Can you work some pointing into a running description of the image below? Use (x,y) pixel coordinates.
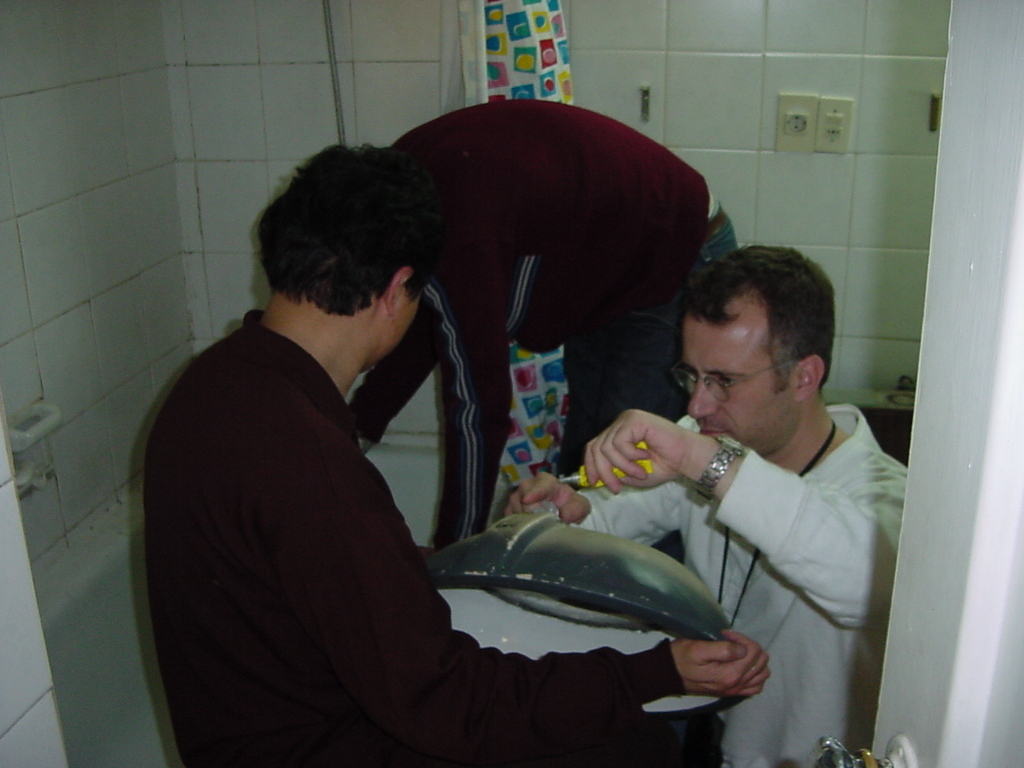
In this image there is a man (798,500) on the right side (789,548) who is fixing the screw (548,506) to the bowl (572,579) which is in front of him. On the left side (208,476) there is another man (280,579) who is holding the bowl (620,597). In the background (525,201) there is a man (496,234) who is in bending position. Behind him there is a wall (684,50).
